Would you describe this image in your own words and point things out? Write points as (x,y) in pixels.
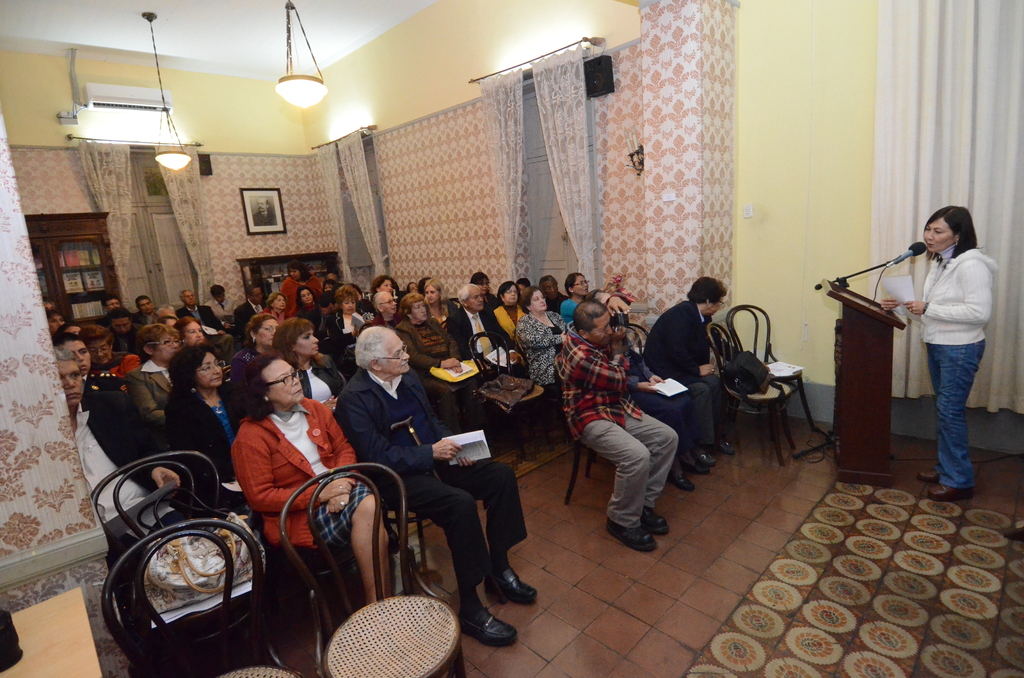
On the left side (152,346), there are persons (571,303) in different color dresses (346,316), sitting on chairs (715,342) and there is a curtain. Some of these persons (513,331) are holding books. On the right side (957,301), there is a woman (954,280) in a white color jacket (955,287), holding a paper (912,289), standing and speaking in front of a microphone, which is attached to a wooden stand (837,359). In the background (916,235), there are curtains (957,186), there are lights (161,122) attached to a roof (158,2), a photo frame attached to a wall (208,83), there are two cupboards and a speaker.
